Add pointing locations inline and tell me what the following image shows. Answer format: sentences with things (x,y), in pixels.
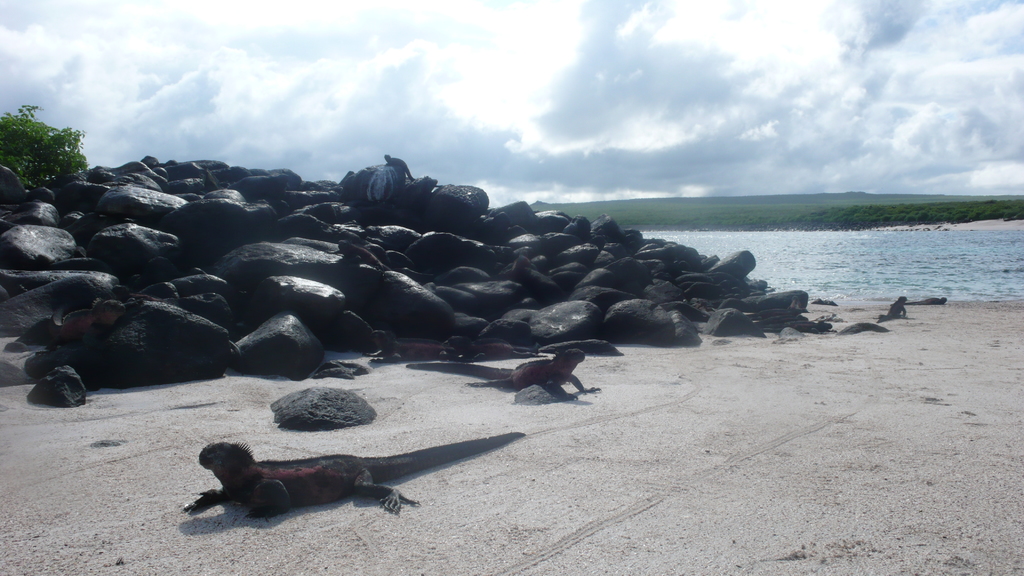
In this image, we can see stones (284,369), reptiles (71,328) and sand (723,355). Background (762,247) we can see water (795,267), grass (709,198), plant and cloudy sky (507,124).
